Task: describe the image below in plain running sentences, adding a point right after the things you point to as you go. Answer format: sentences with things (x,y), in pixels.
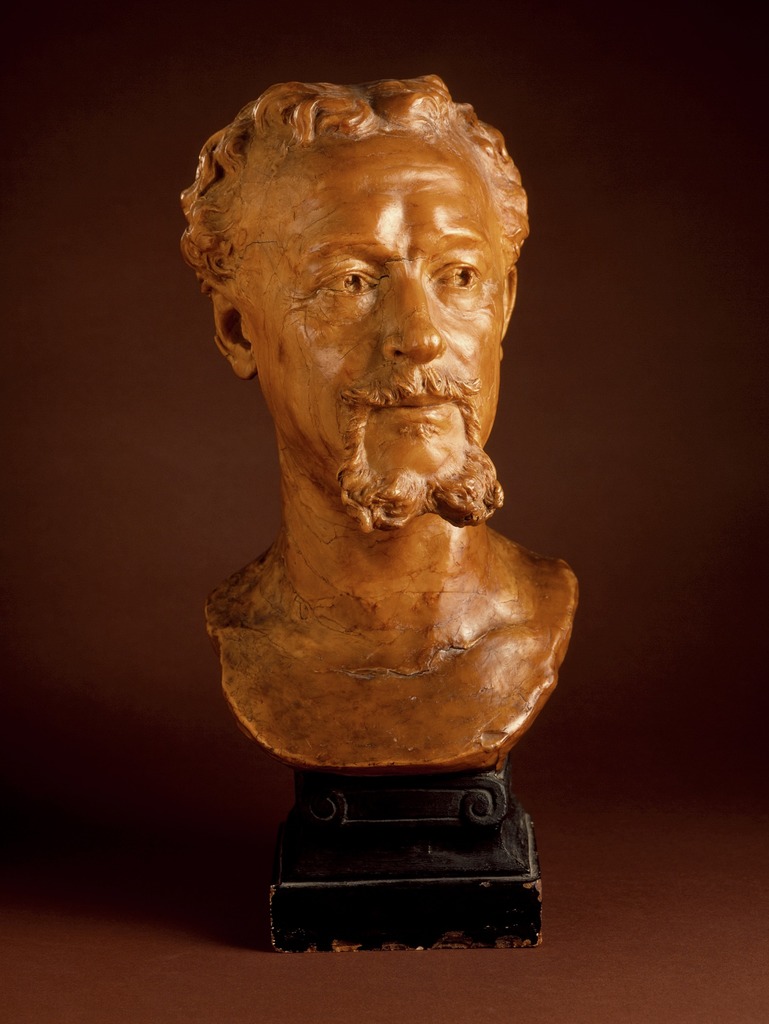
In this image I can see a brown colour sculpture of a man (467,322).
